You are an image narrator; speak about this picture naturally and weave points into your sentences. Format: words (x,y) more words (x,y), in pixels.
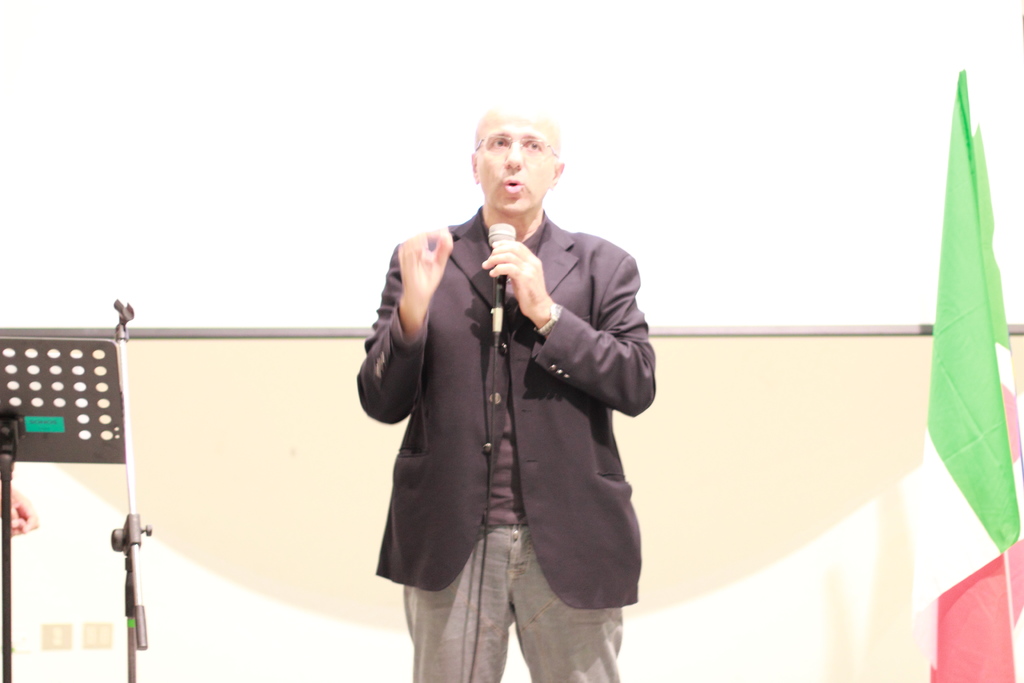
A man (455,328) is talking on mic (498,287) behind him there is a flag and screen (246,219).
